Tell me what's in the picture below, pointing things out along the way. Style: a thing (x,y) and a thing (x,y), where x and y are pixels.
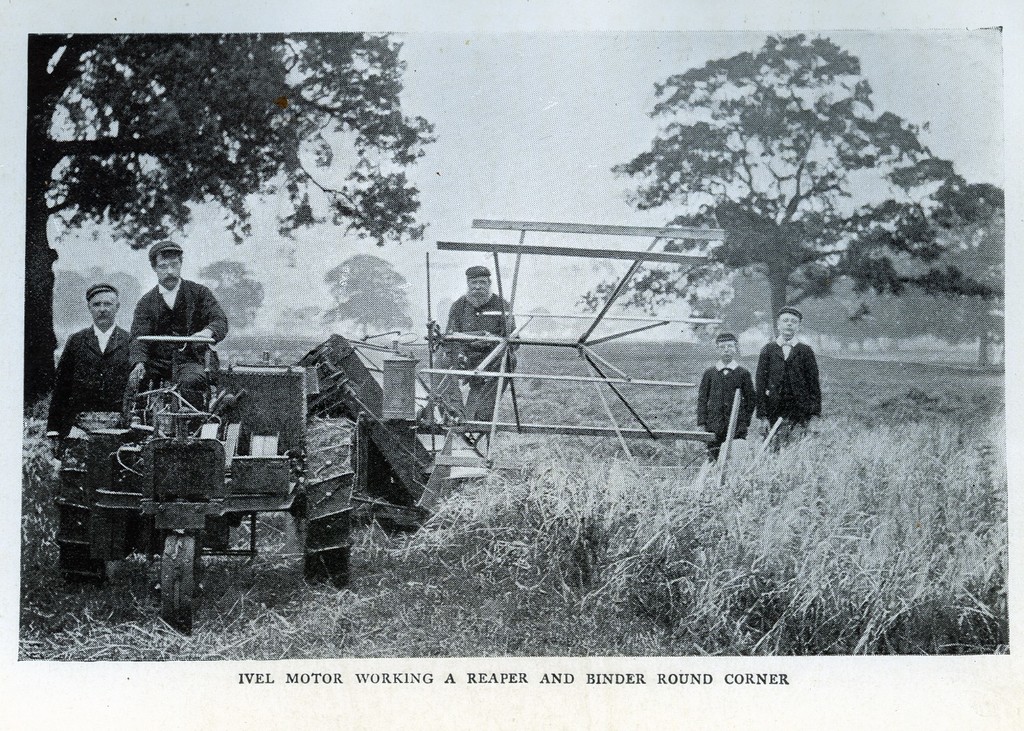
This is a black and white picture. In this picture we can see a person (168,376) sitting in a vehicle (160,460). There is another person (80,355) standing on the left side (88,366). We can see two people (803,352) standing on the right side (780,342). We can see a man (471,316) sitting on an object (499,375). Some grass (618,562) is visible on the ground (298,529). We can see some text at the bottom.
